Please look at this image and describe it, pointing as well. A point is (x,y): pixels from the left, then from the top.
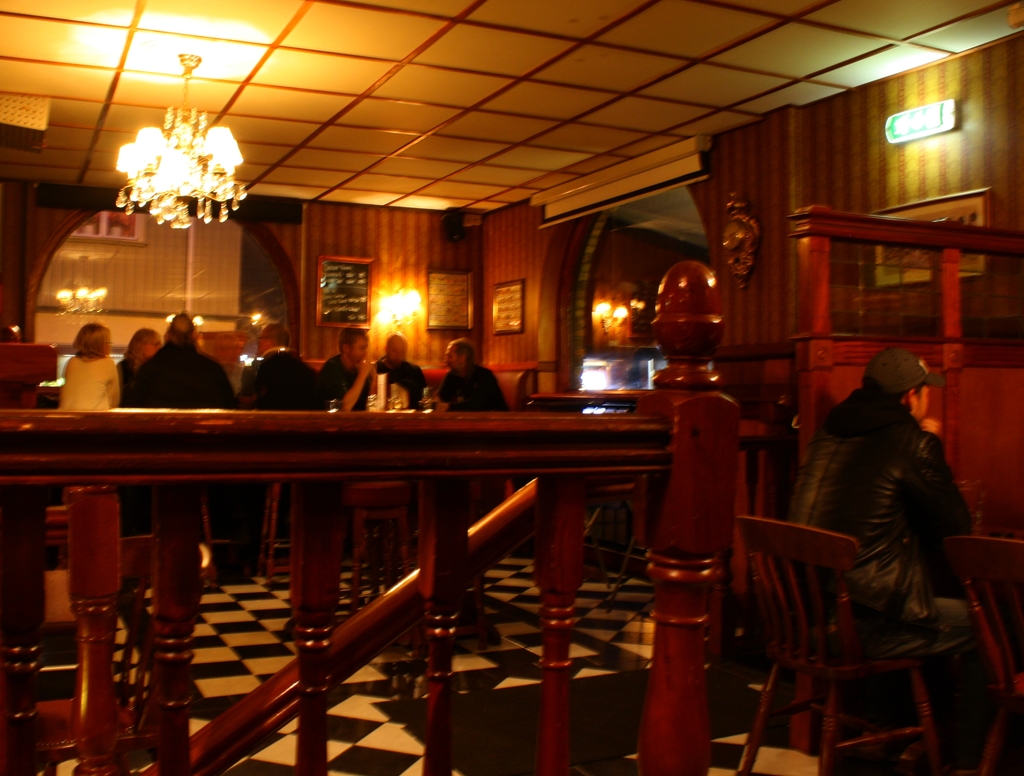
This is a picture in a restaurant (616,482), the people (844,512) are sitting on the chair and the background of the people (212,373) is a wall (870,167) on the roof (360,105) hanging the chandelier (161,184).
